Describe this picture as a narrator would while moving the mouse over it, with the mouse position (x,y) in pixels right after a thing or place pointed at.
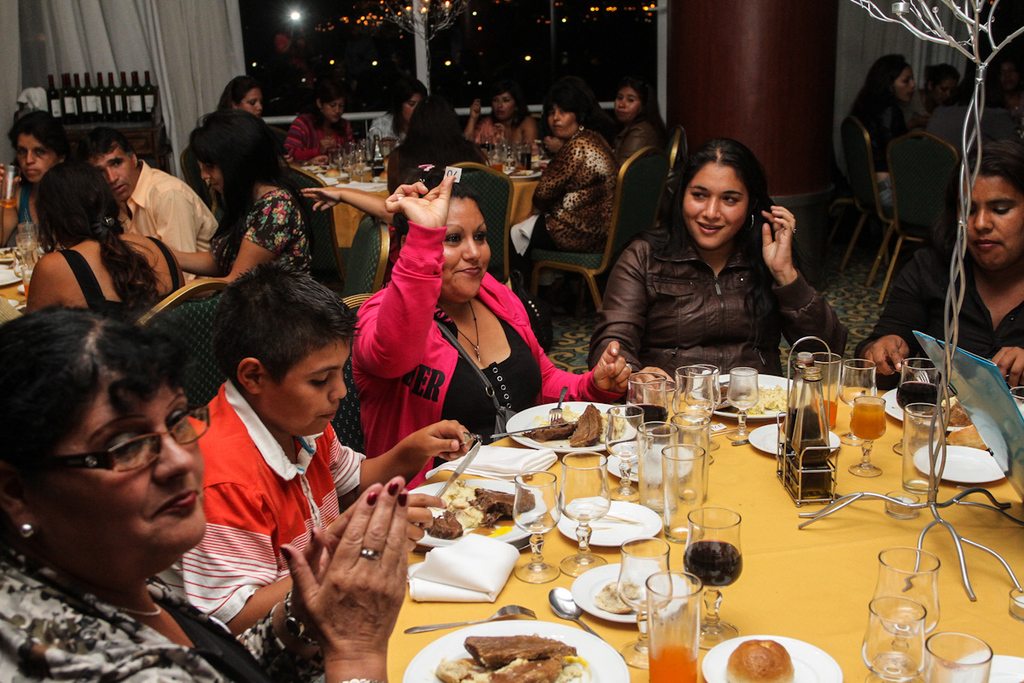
The image is taken in the restaurant (857,340). In the center of the image (615,375) there is a table (543,618) and there are many people (359,314) sitting around the table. There are chairs (619,221). On the table (797,520) we can see glasses (692,610), spoons (587,627), forks (520,608), plates (584,641), napkins (492,560) and some food (580,421). In the background (776,134) there is a pillar (743,107), curtain (126,69) and some bottles (121,90) which are placed on the stand (138,139).
